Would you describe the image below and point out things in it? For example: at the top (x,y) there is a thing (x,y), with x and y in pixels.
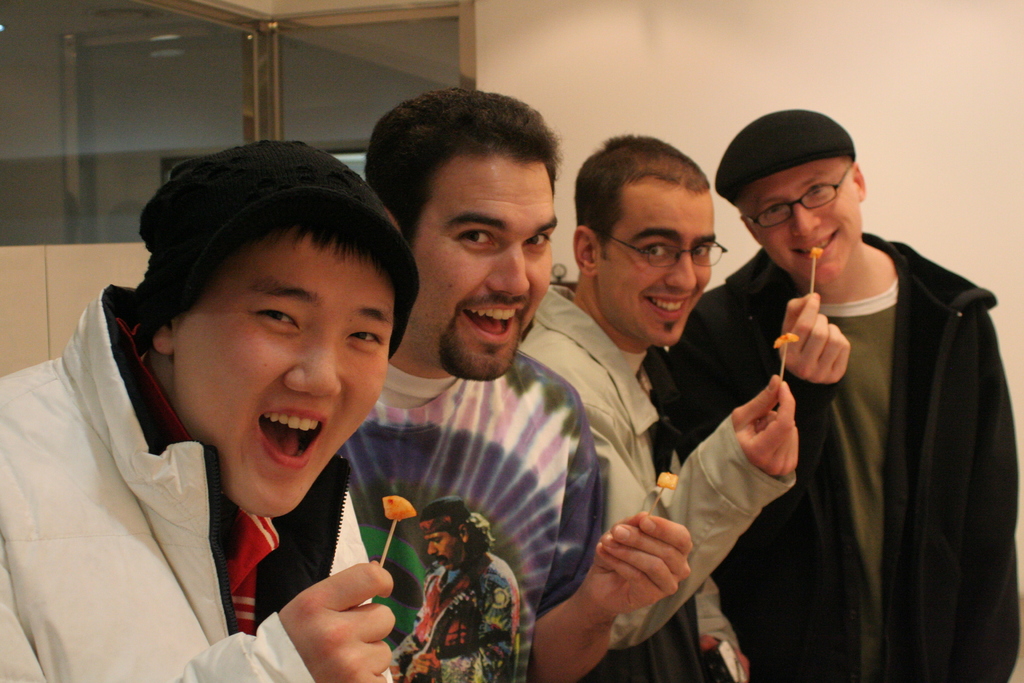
There are four men (728,298) standing and smiling. They are holding the toothpicks (389,546) in their hands (376,573). This looks like a glass door (311,80). Here is the wall (842,74), which is white in color.
